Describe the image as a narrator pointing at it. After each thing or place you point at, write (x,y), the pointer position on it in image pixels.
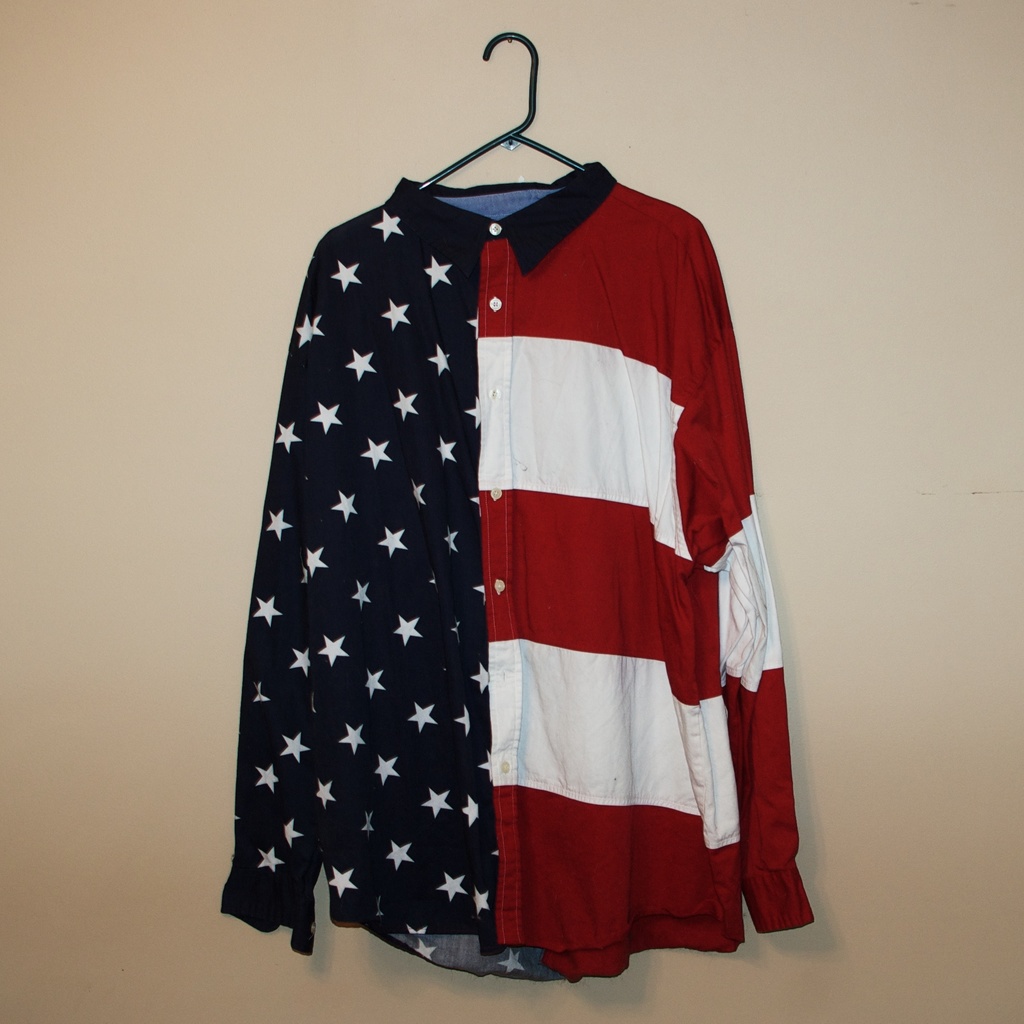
In this image, at the middle (387,355) we can see a shirt (614,455) which is in white, red and black color hanging in the hanger (533,61), there is a cream color wall (781,551).
